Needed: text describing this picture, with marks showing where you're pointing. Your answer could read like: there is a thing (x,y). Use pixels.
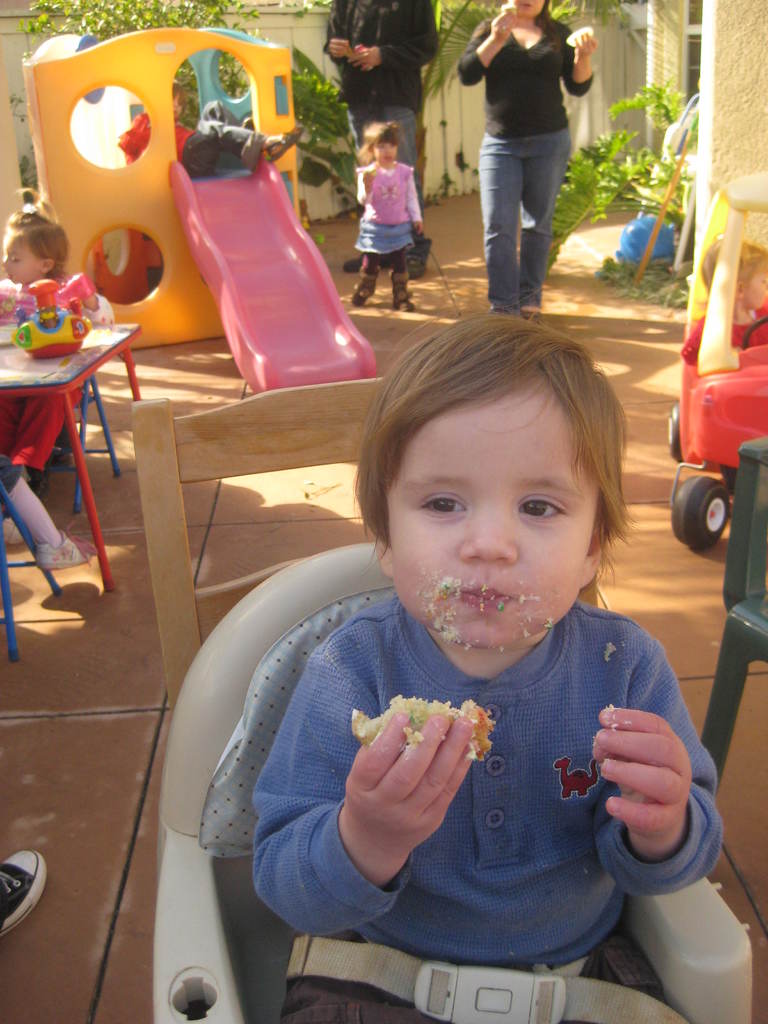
In this picture we can see a child (457,924) sitting on a chair (371,968) on the ground (586,309), this child (255,861) is holding food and in the background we can see a group of people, toy vehicle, chair (304,388), table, toys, wall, plants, pillars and an object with a slide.
